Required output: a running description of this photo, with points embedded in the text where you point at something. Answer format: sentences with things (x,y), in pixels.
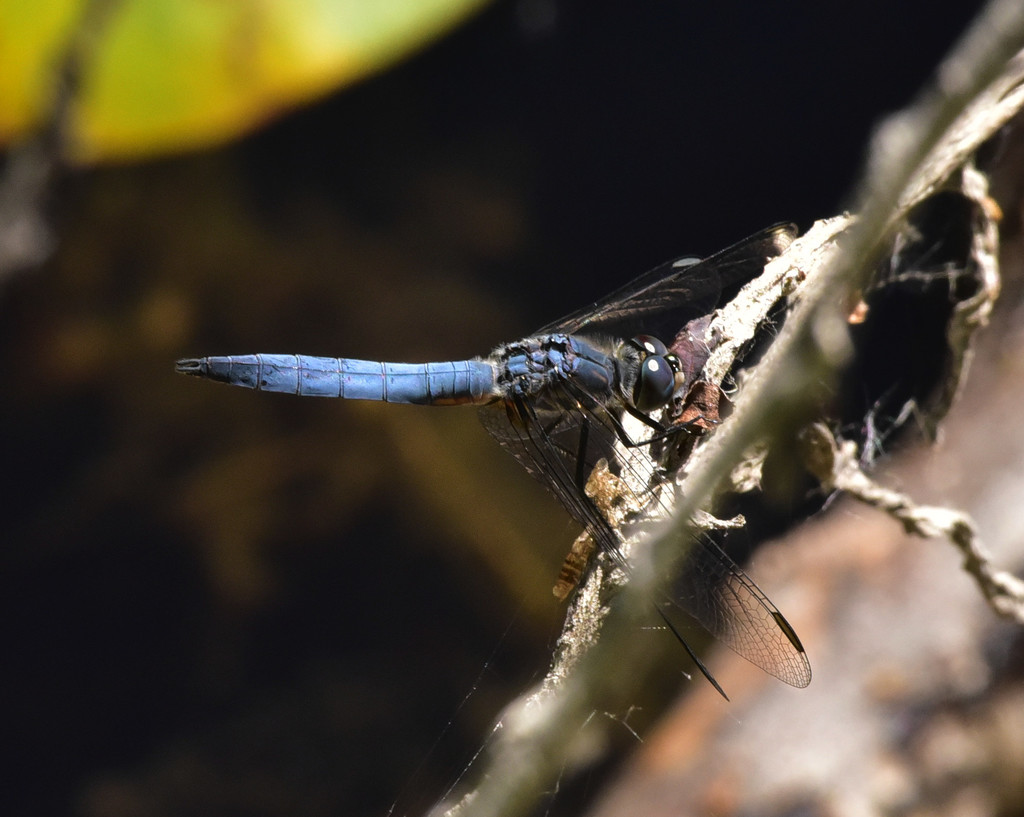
In this picture there is a dragonfly (641,420) on the plant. At the back (510,230) the image is blurry and the dragonfly (515,409) is in blue and black color.
